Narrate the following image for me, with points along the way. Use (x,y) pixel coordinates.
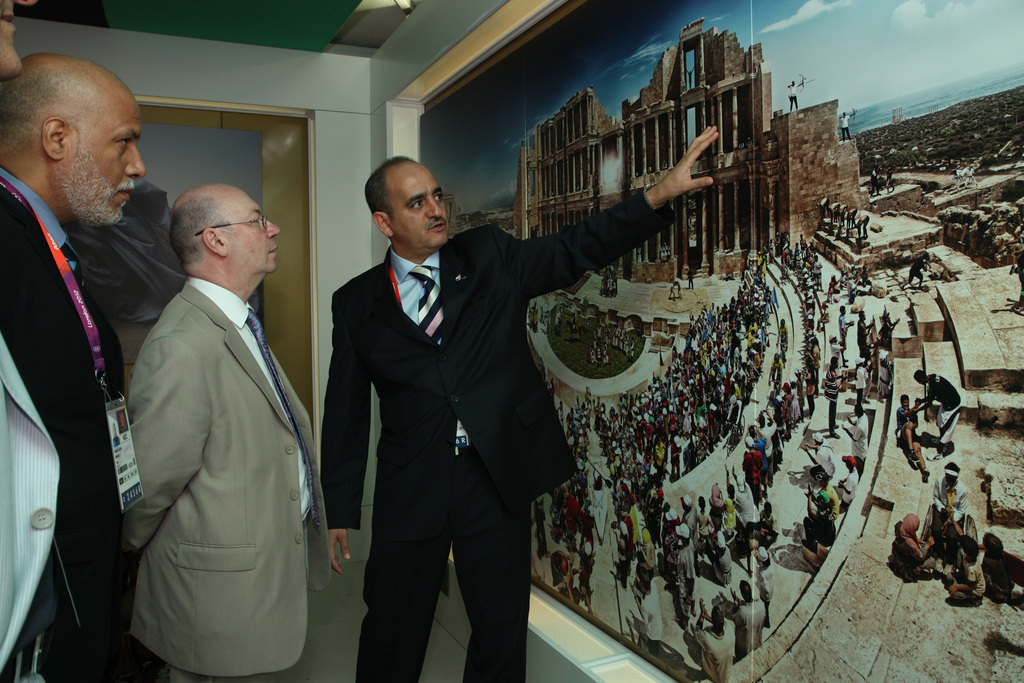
In this image I can see four persons (339,418) standing. The person (523,357) in front (508,350) wearing black blazer (470,328), blue shirt (417,292), black and white tie (441,311), right I can see a frame (729,255) attached to the wall (349,151) and the wall (341,179) is in white color.
